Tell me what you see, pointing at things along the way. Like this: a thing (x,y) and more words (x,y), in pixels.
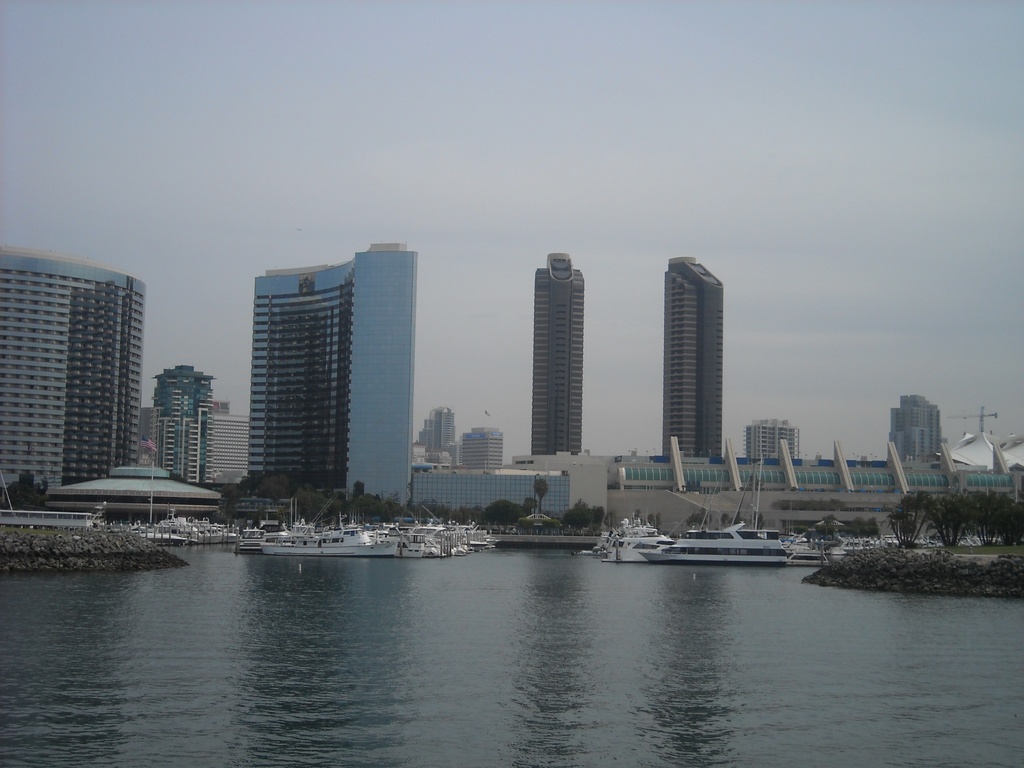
In this image I see number of buildings (12,271) and I see the water (232,612) on which there are number of boats (472,535) and I see few trees (945,506) over here and I see few more trees (369,500) over here. IN the background (40,26) I see the sky (429,207).
